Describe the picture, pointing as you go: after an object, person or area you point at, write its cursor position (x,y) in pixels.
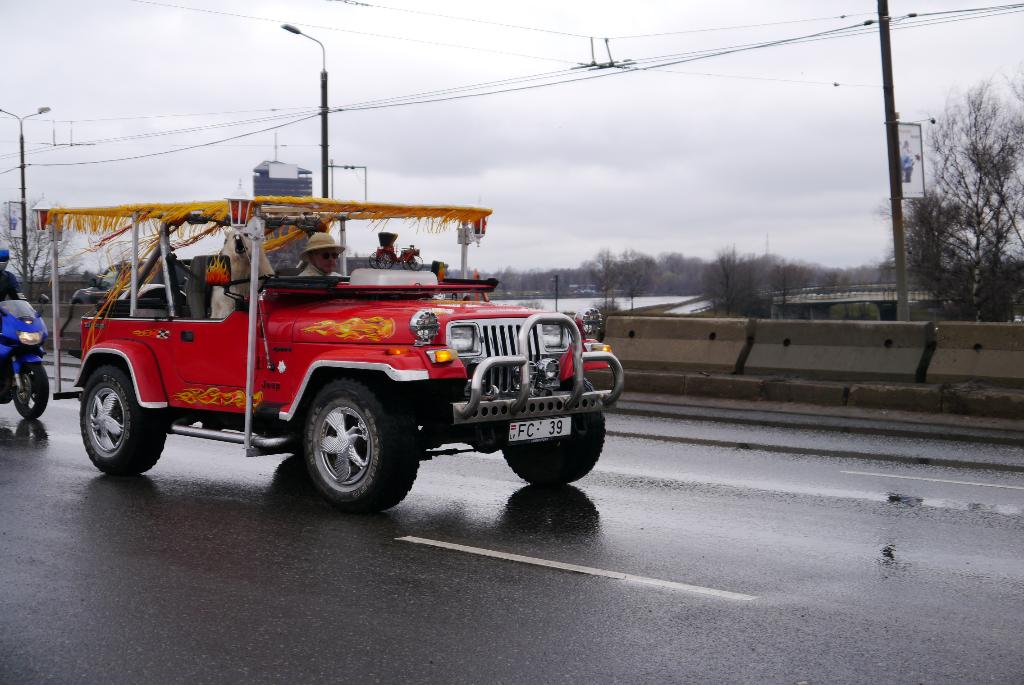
In this image there is a vehicle (276,338). A person (322,269) wearing a hat (310,254) is sitting in the vehicle (292,395). Beside him there is an animal (235,260). Left side (35,346) there is a person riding a bike (29,378) on the road (570,640). Right side (768,352) there are roadblocks (1017,386). Behind there are street lights (23,176) connected with wires (672,65). Background (793,282) there are trees (774,273) and houses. Top of the image (753,161) there is sky (707,144).
